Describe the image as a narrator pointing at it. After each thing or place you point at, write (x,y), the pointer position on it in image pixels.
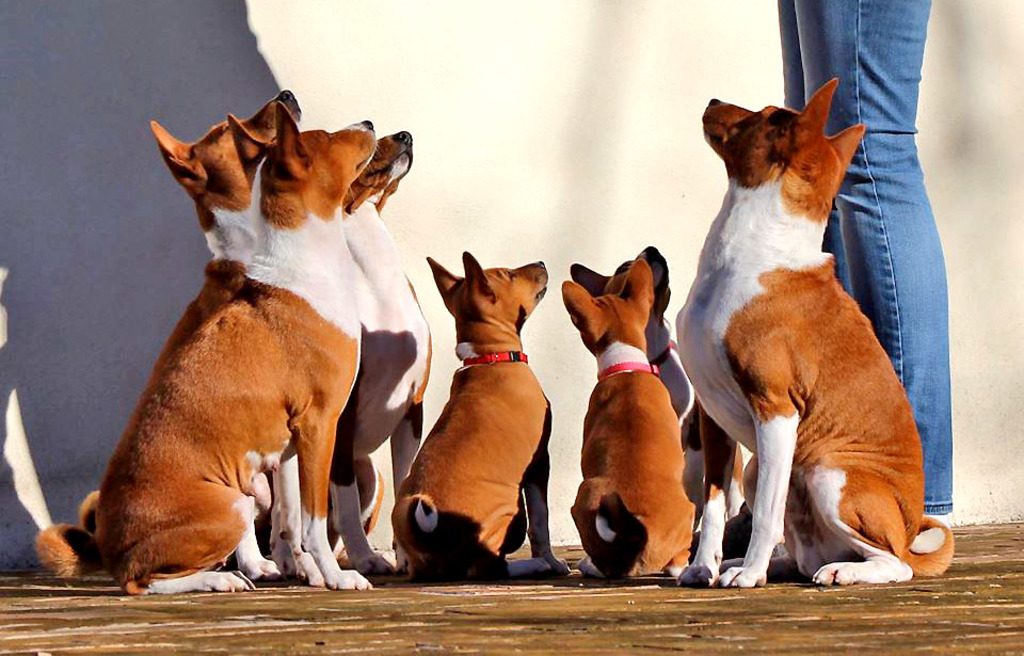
This picture seems to be clicked outside. In the center (342,221) we can see the group of dogs (240,554) sitting on the ground (727,644). On the right (891,186) we can see a person (882,119) wearing trousers (893,229) and standing on the ground (1019,576) and we can see some other objects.
